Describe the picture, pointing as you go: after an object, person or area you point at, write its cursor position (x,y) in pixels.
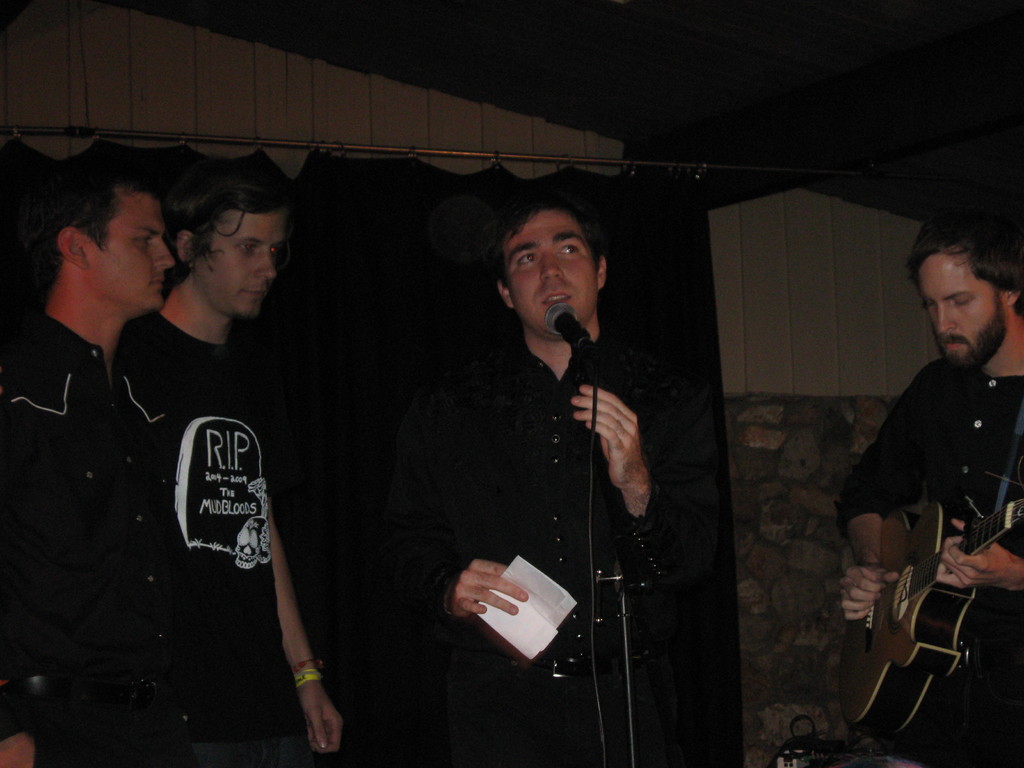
In this picture we can see four persons (671,497). in the middle (677,374) we can see a man (532,354) standing in front of a mike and singing by holding a paper (526,630) in his hand (498,603). At the right side of a picture we can see one man (979,500) playing a guitar (948,588).
